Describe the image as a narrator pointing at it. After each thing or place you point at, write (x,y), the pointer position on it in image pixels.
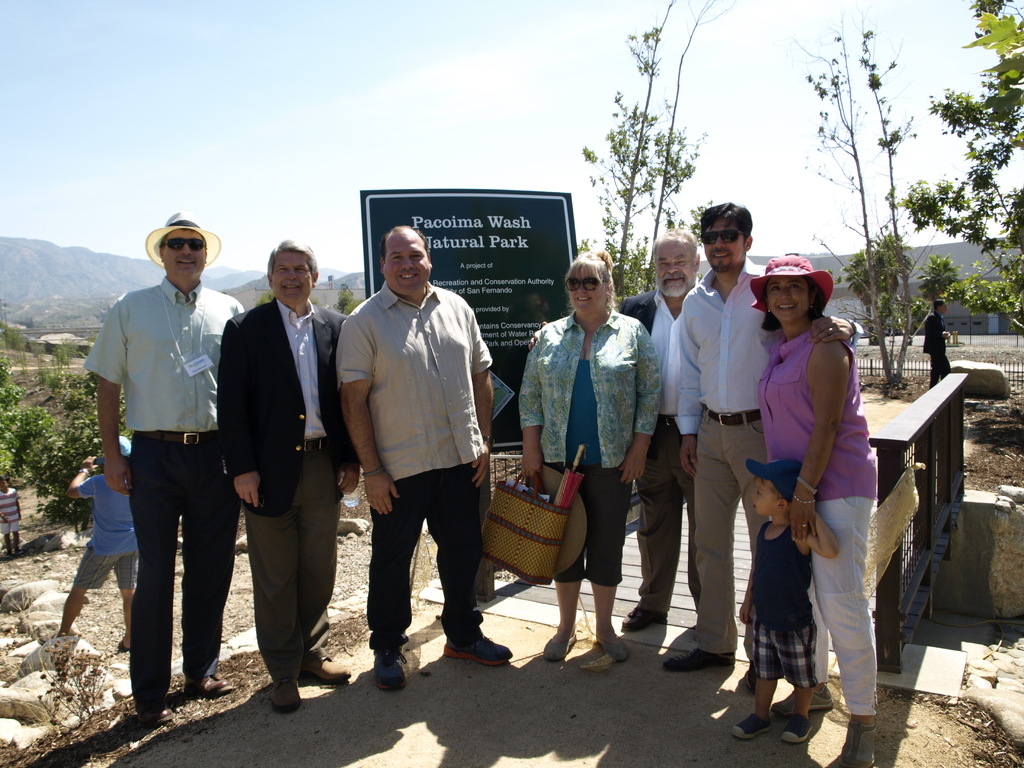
In this image there are group of people (231,491) standing one beside the other. Behind them there is a board (503,261) on which there is some text (514,286). In the background (58,285) there are hills (40,324). At the bottom (28,597) there are stones (25,641). In the background (934,338) there is a person (941,332) on the right side (944,332). At the top (305,83) there is the sky (270,64). The woman (570,446) in the middle (592,488) is holding the bag (536,525).
